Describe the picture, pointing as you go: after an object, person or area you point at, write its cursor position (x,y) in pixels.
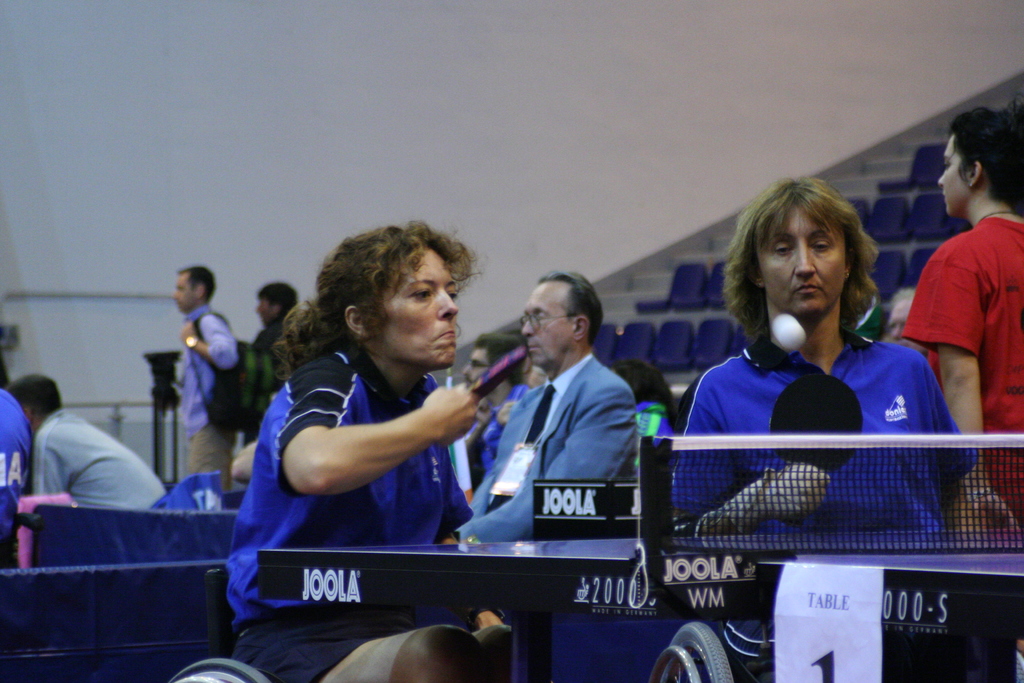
In the picture we can see these people (501,621) wearing blue color dresses (290,532) are holding rackets (807,403) in the hands (784,488) and playing table tennis. Here we can see the table tennis table (323,552) and here we can see the ball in the air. In the background (105,455), we can see a few more people (955,332) we can see chairs (926,177) in the stadium (53,181) and the wall (53,181).
